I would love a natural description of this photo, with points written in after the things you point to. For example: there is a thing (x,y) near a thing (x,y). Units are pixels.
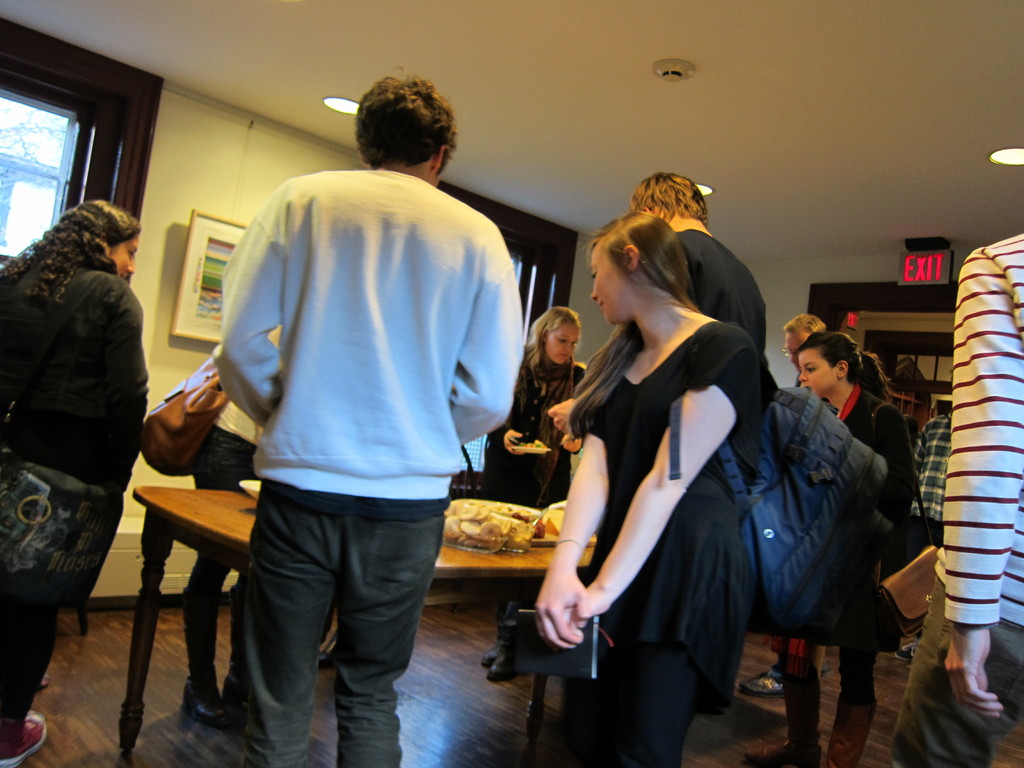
In the image there are few people (312,554) standing around a table (493,527) and on the table (515,519) there are some snacks (477,524) and other food items (457,514) are kept, in the background (207,218) there is a frame (189,277) kept in front of the wall (207,351) and there are two windows (51,131) beside the wall (786,291), on the right side (852,304) there is an exit door (912,357).
